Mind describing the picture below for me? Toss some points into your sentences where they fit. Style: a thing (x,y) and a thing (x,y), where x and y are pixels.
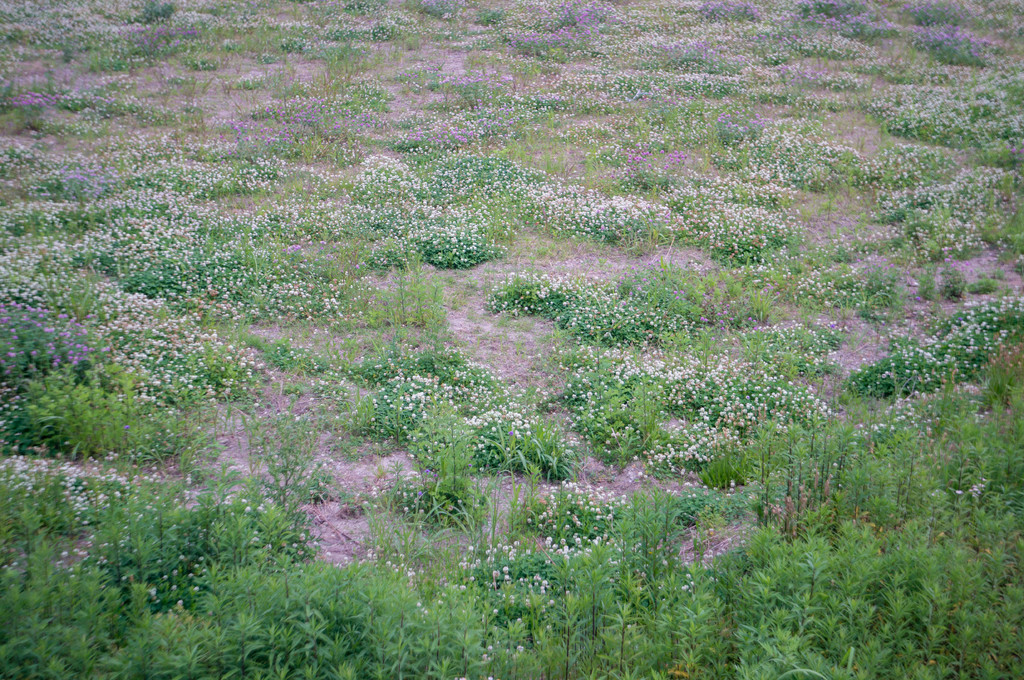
In this image, we can see grass (137,439) on the ground (116,373).
